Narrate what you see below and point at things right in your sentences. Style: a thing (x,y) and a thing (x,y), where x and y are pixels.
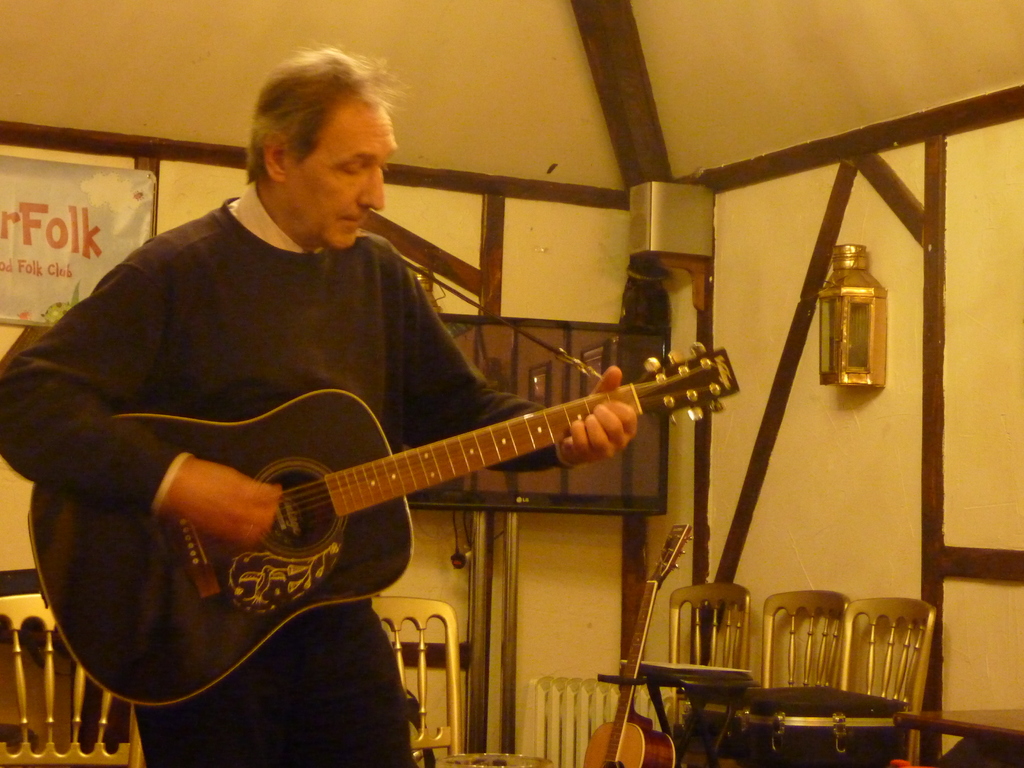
This is a board (71,234). Here we can see few empty chairs (871,657) on the background (389,635). Here we can see one man (248,695) standing and playing guitar (161,608). He wore black colour sweater (300,341). This is also a guitar (607,727) near to the chairs (717,661).
